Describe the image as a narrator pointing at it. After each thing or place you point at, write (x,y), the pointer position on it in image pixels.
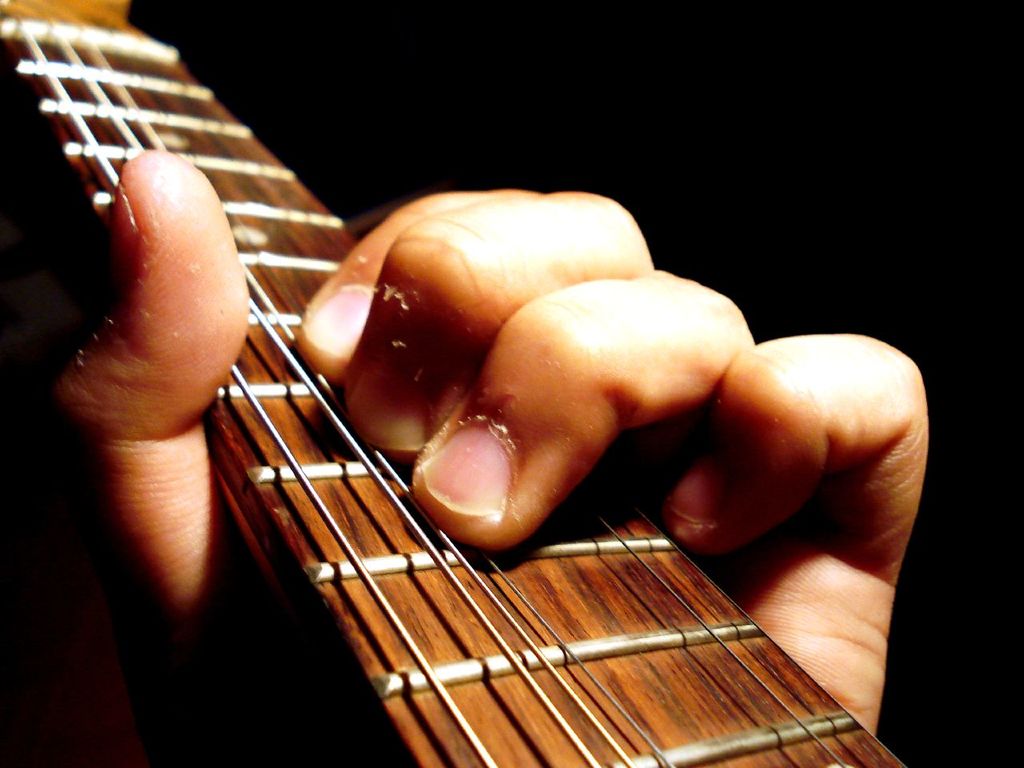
In this image, there is a person's hand (439,336) half visible, who is holding a guitar (484,567) which is also half visible. The background (950,610) is dark in color. This image is taken inside a hall (313,58).
